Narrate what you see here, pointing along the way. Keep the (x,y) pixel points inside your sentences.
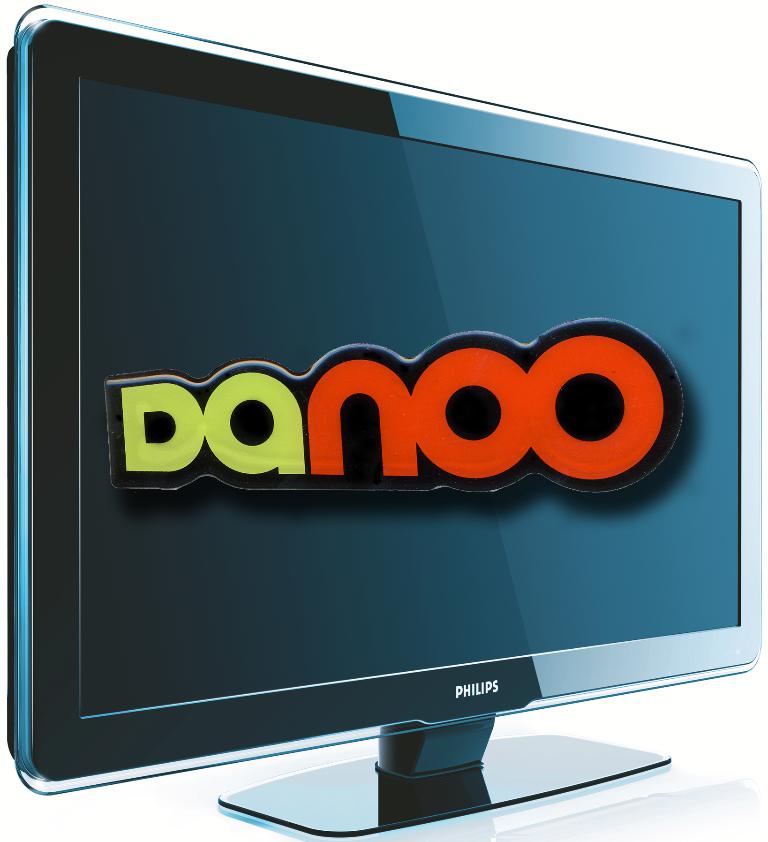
In this image we can see a screen (333,298) with text (435,455). In the background (754,44) it is white.
